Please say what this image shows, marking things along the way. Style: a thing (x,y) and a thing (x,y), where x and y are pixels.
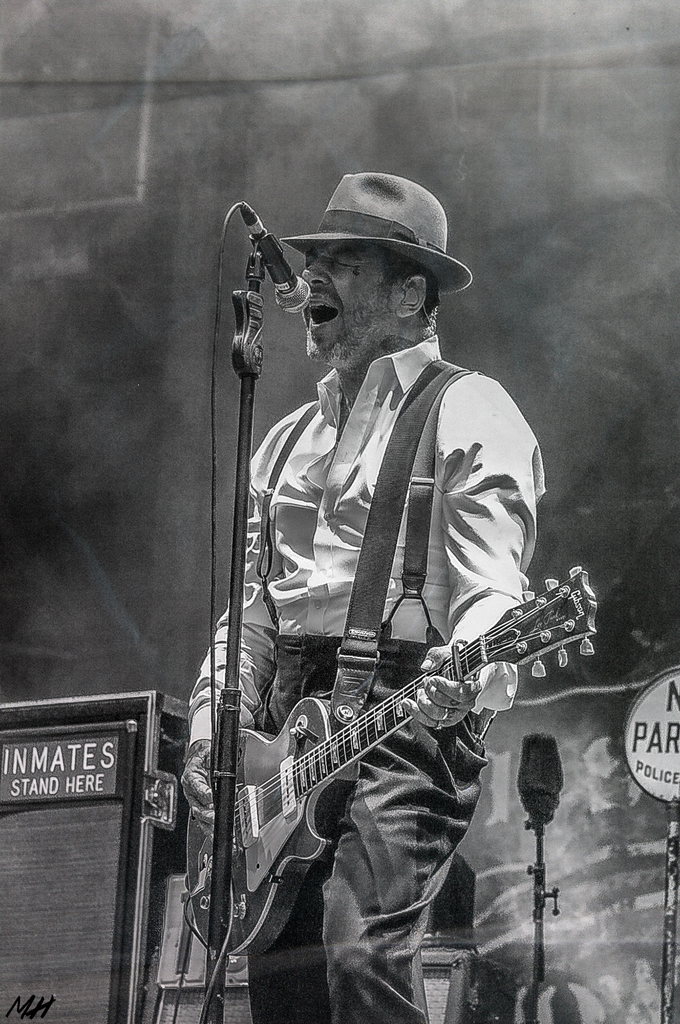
In the image we can see there is a man (359,476) who is standing and he is holding guitar (374,743) in his hand (447,689) and the image is in black and white colour.
